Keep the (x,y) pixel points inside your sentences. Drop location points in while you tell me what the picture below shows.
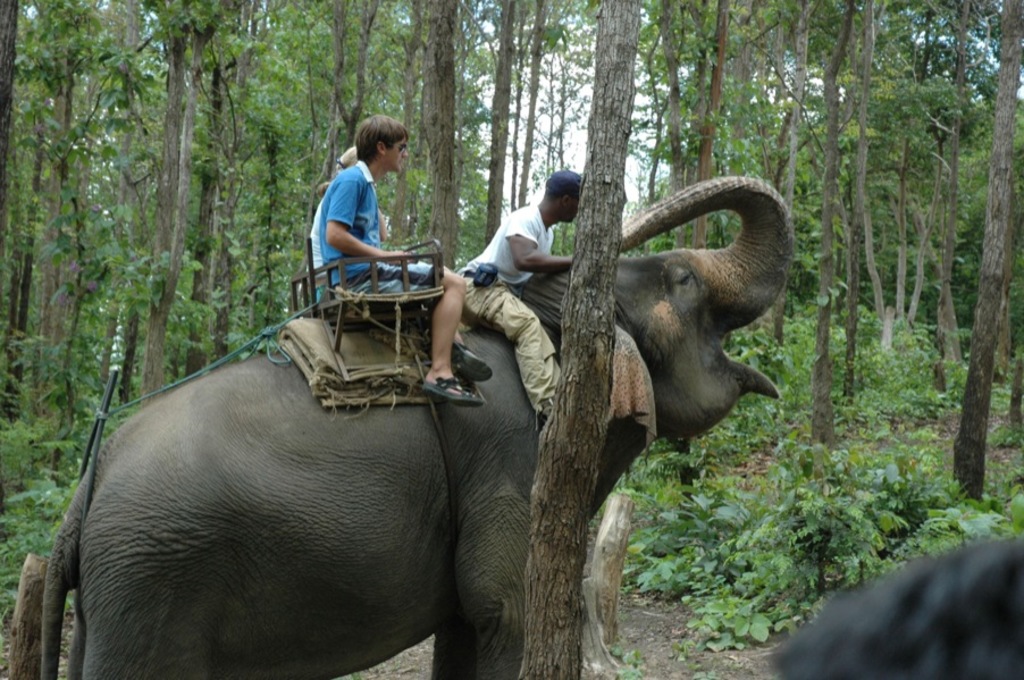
In this image there are two people (322,250) sitting on carriage (312,303) which is on elephant (236,442) and another man (505,312) is sitting on back (505,341) of elephant (485,343). In the background (446,188) there are trees (439,165). At the top (559,144) there is sky (580,129).
